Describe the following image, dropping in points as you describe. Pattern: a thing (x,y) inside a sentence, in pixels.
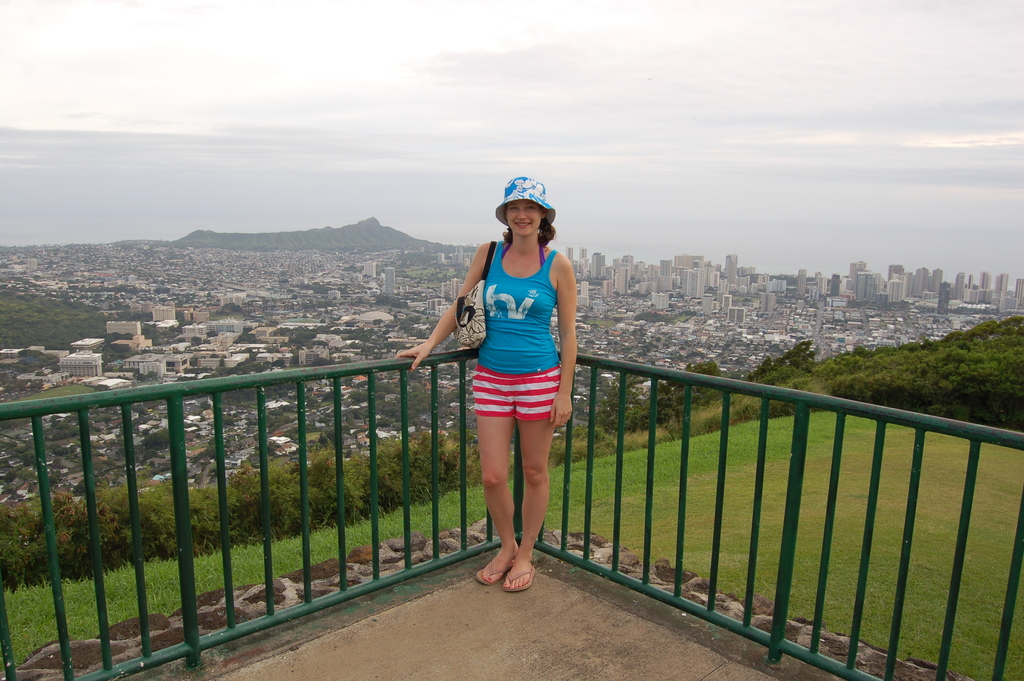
This picture is clicked outside. In the foreground (536,226) we can see a woman (522,246) wearing t-shirt (521,332), sling bag (479,334), hat (523,184), smiling and standing on the floor (473,603) and we can see the railing (767,401), green grass (557,485) and plants (232,505). In the background (238,153) we can see the sky (372,91), hills (219,244), buildings (373,337), skyscrapers (1003,287), trees (355,395) and many other objects (238,309).
